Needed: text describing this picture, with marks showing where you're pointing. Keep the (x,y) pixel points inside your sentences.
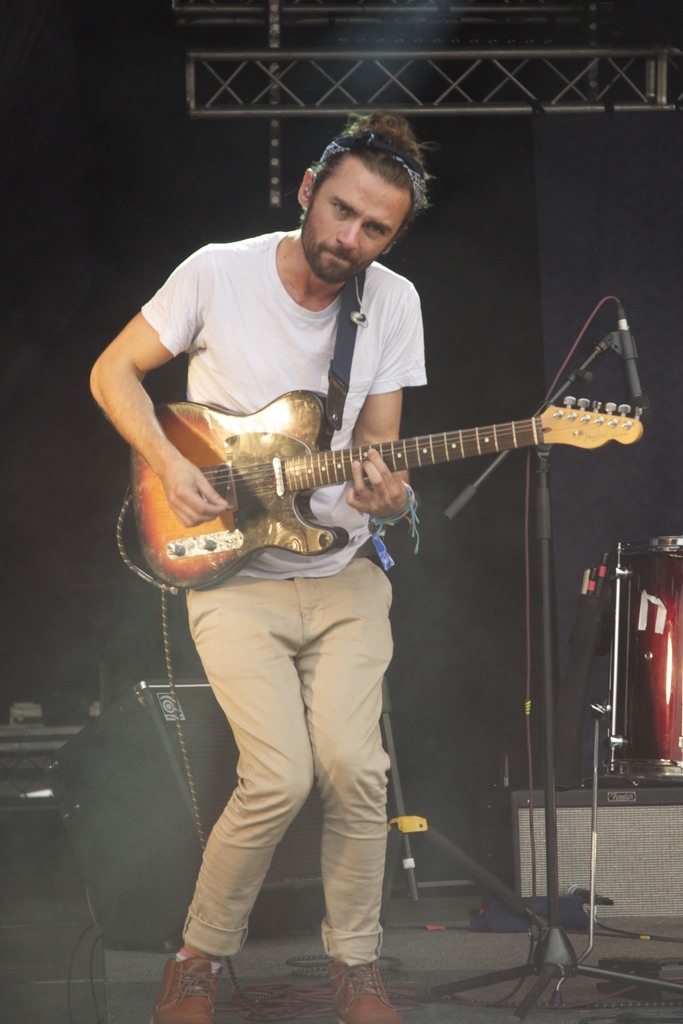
A person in white tee shirt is holding a guitar (528,442) and behind him there is a speaker (139,714).
